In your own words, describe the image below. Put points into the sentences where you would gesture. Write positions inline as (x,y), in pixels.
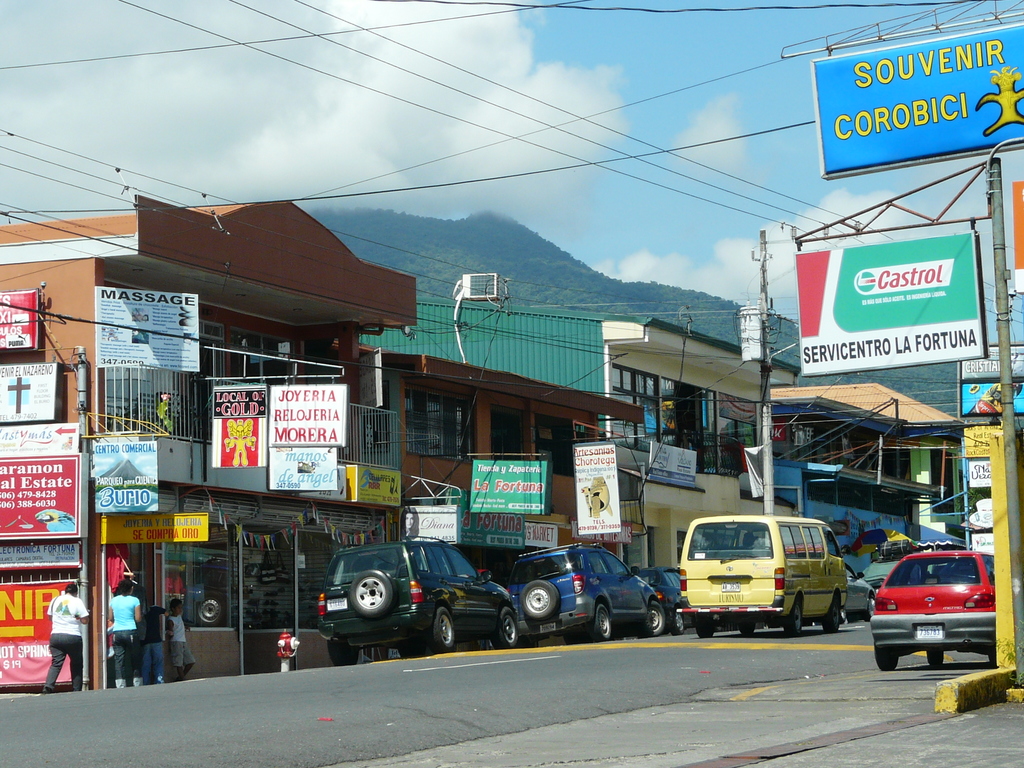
In the middle of the image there are some vehicles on the road (502,673) and few people (61,657) are walking. Behind the vehicles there are some buildings (329,343) and poles (1003,536), on the buildings (302,338) there are some banners (972,516). Behind the buildings (314,346) there is hill (428,246) and clouds (474,12) and sky (694,214).
